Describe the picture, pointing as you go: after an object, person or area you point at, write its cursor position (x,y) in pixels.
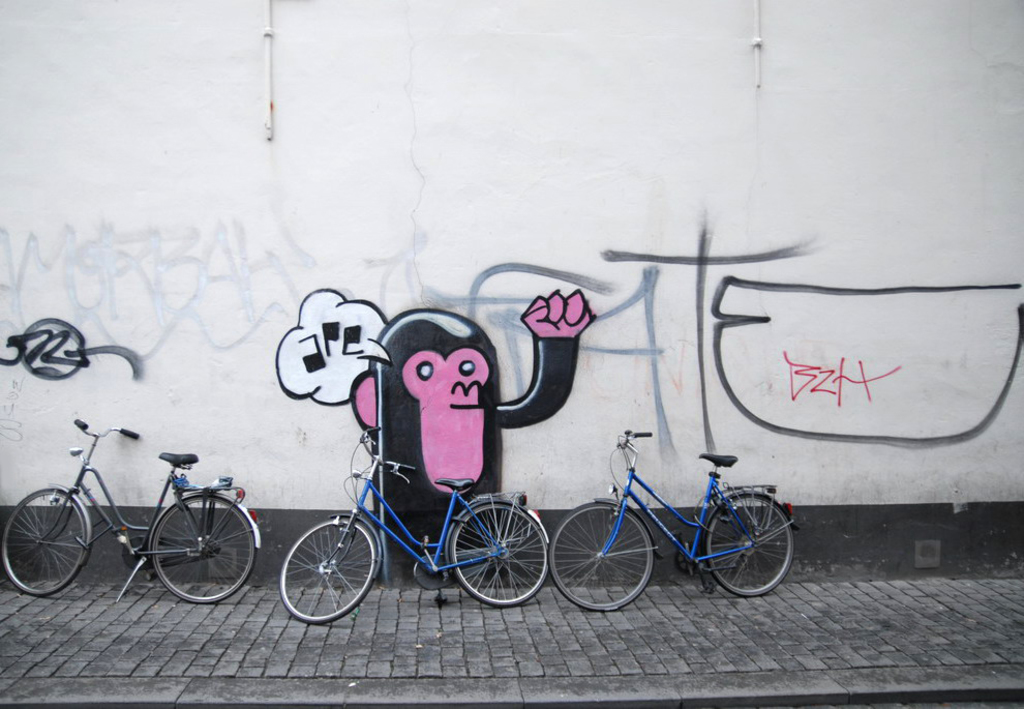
In this image in front (764,568) there are cycles (718,560). Behind the cycles (749,557) there's a wall (547,315) with painting (477,433) on it.
